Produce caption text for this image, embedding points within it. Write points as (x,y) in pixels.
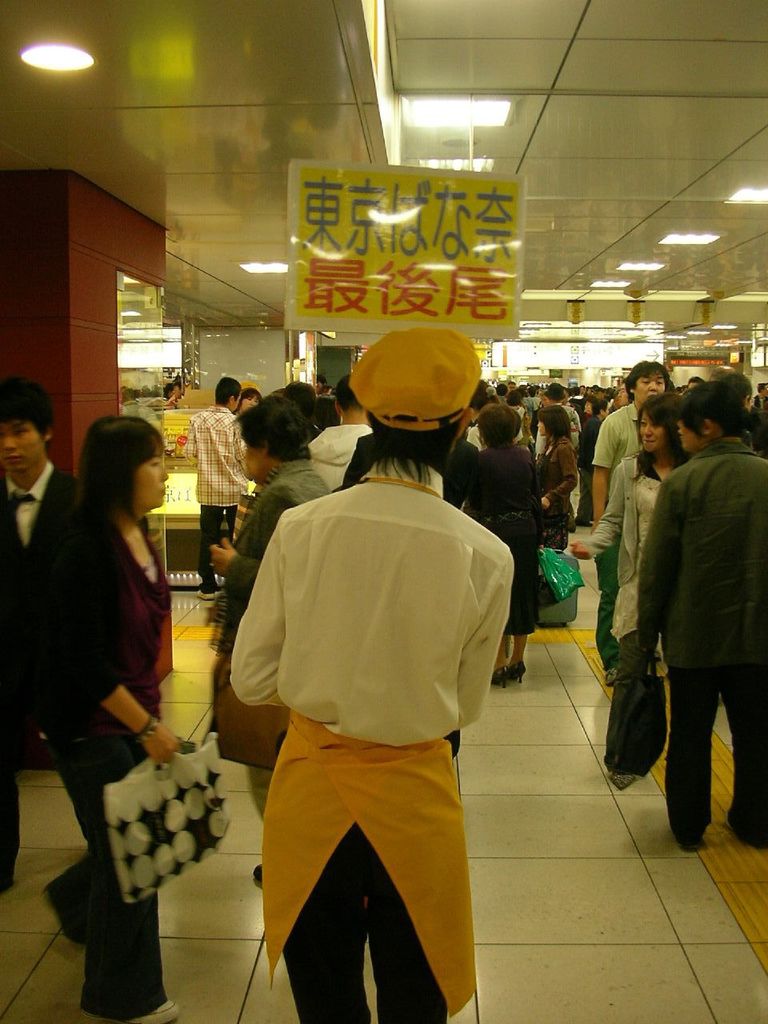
In this image there are people (421,1018) standing on the floor (579,897). At the top of the image (691,332) there are lights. There is a board (405,280). In the background of the image (542,383) there are shops (560,358).
